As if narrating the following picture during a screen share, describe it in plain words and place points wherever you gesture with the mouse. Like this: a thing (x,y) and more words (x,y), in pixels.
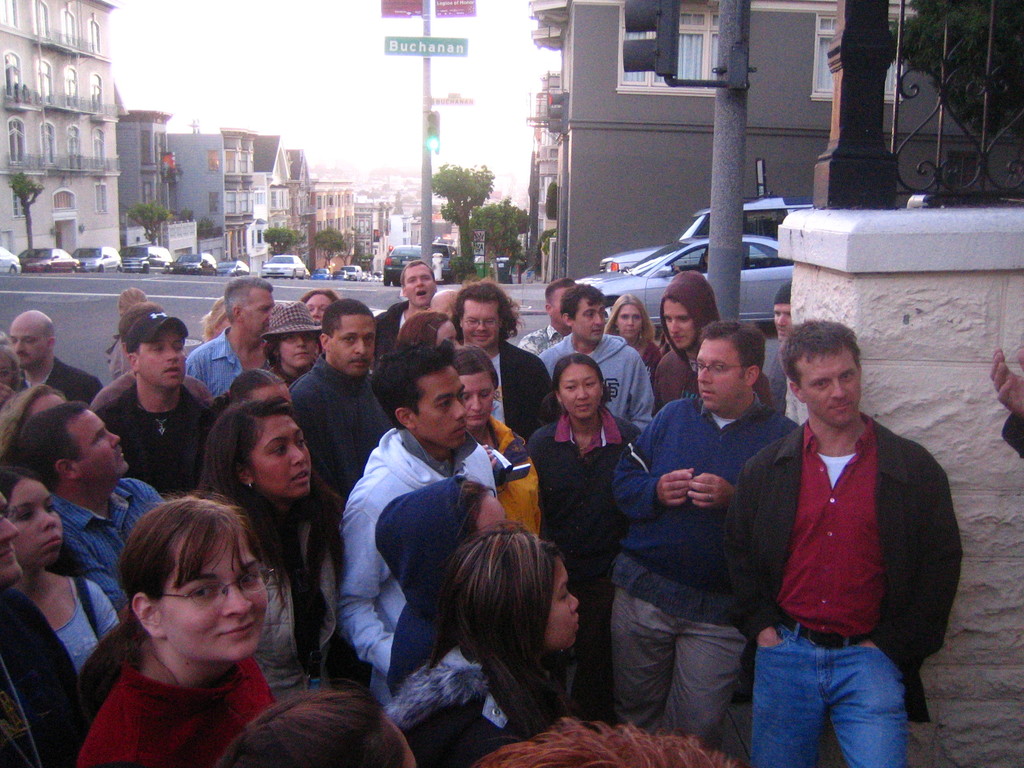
This picture describes about group of people (324,432), they are all standing, in the background (446,12) we can see few sign boards (420,4), poles (428,127), traffic lights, trees (454,206), buildings (596,212) and vehicles (693,254) on the road (125,288).
